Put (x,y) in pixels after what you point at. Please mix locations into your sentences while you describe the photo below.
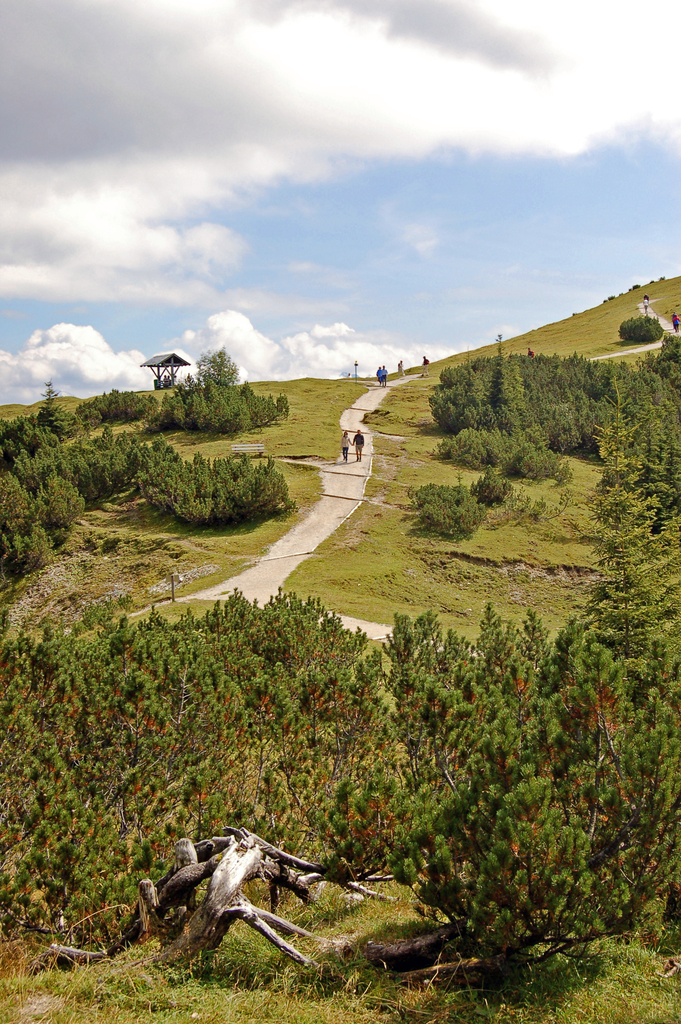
In the image the area is surrounded with a lot of greenery (127,1003) and in between the grass (331,412) there is a path (356,414) and few people (356,442) were walking on that path (373,396).
